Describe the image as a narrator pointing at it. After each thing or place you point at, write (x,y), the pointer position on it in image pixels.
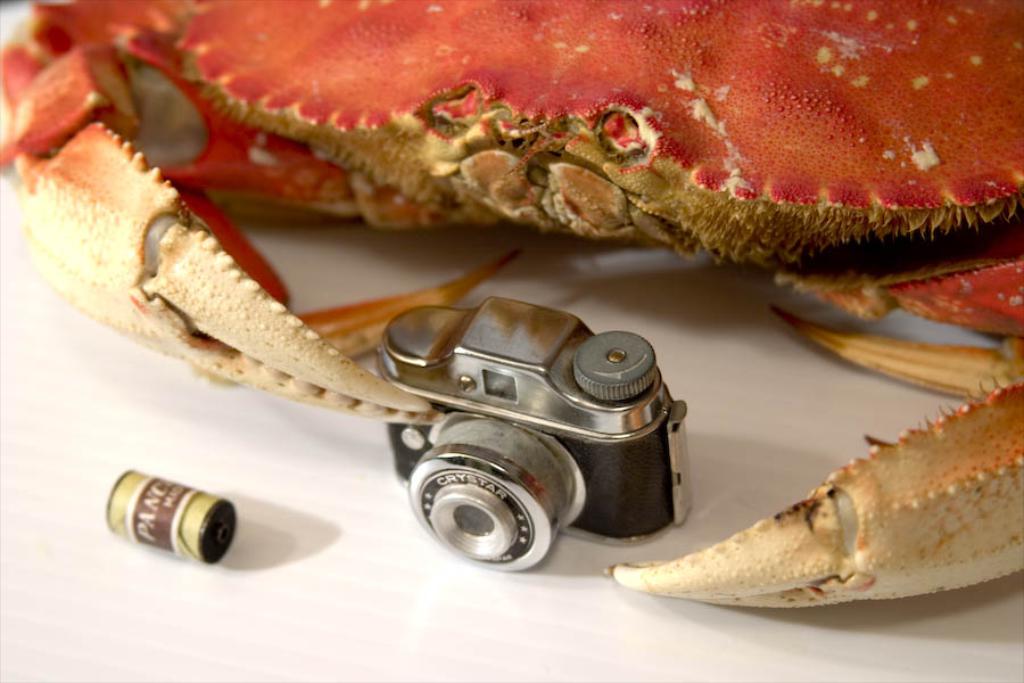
In this image we can see a crab (758,228), a camera (520,424) and one object (174,532) on the white color surface (384,618).
